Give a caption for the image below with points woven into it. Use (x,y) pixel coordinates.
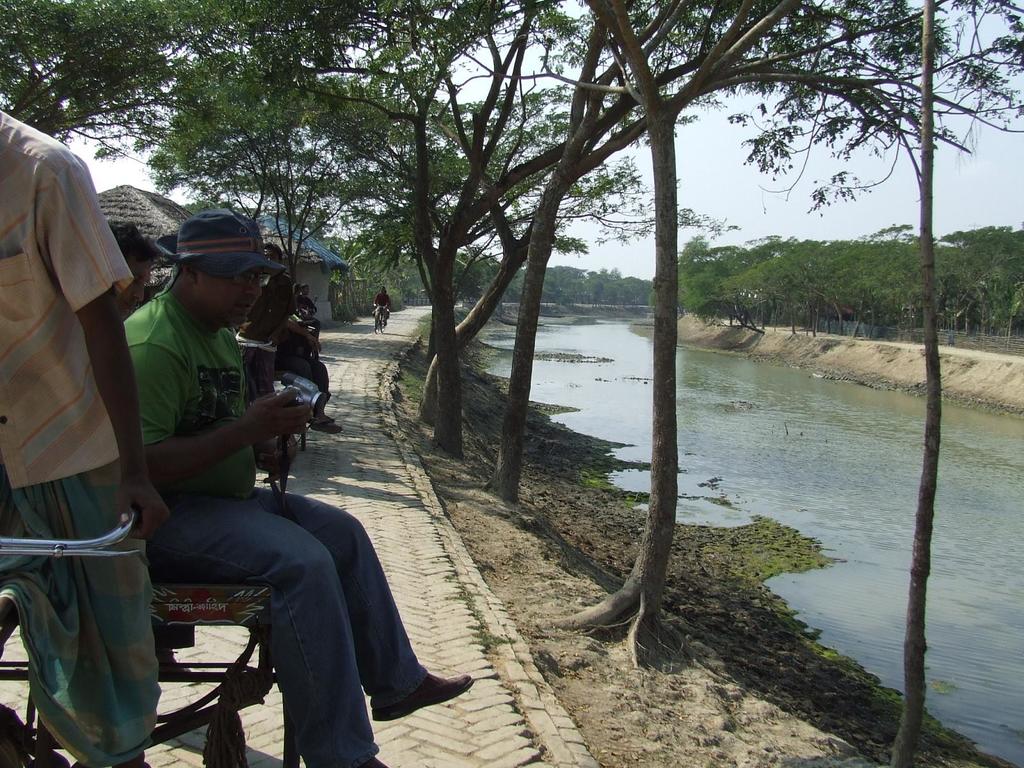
In this picture we can see a man (211,557) sitting with the hat (218,260) and he hold a camera (304,380) in his hand (269,411). On back of him we can see group of people (268,299). And even we can see a person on the bicycle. Here in the left side of a picture we can see houses (318,253). These are the trees (855,261). On the right side of a picture there is some water (784,460). And on the background (706,172) there is a sky (708,162).
